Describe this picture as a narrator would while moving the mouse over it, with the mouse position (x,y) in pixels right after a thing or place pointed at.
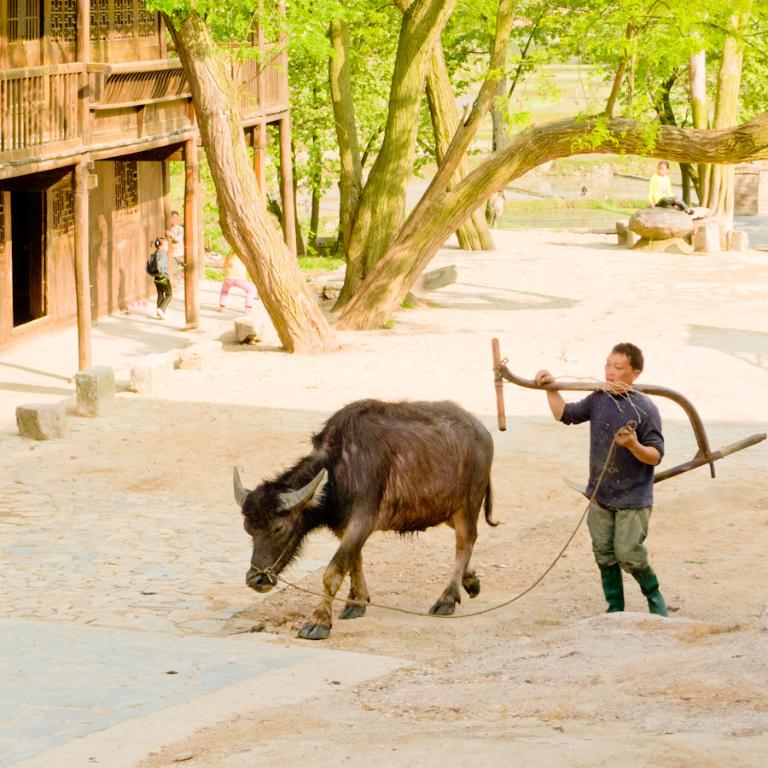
In this picture there is a man (594,479) who is wearing t-shirt (599,502), jeans (604,529) and shoes (637,579). He is holding plough (584,488). Beside him there is a buffalo (401,453). On the left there are three persons (182,244) standing near to the building (148,206). Beside them we can see door (47,239) and windows (127,176). On the right (654,201) there is a girl (662,186) who is sitting on the stone (660,220). At the top (362,59) we can see many trees (448,79).
